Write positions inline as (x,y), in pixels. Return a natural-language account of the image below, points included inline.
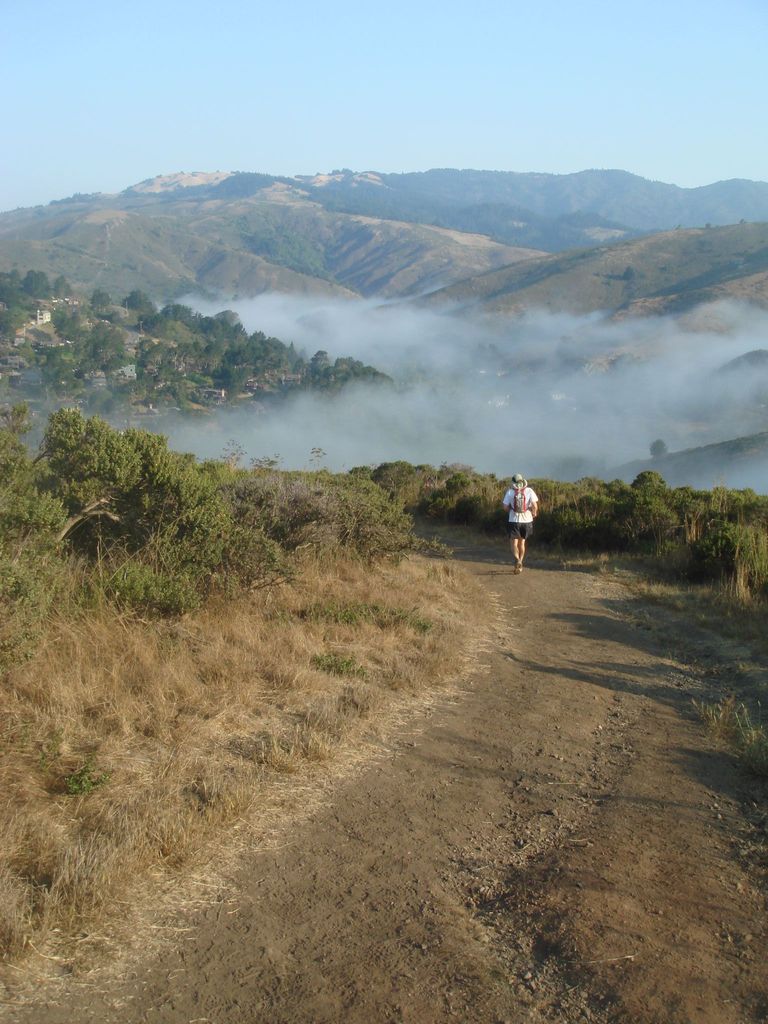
In this image there is a person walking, and there are plants (550,489), grass (318,725), trees (114,345), hills (416,274), and in the background (696,60) there is sky (294,53).
